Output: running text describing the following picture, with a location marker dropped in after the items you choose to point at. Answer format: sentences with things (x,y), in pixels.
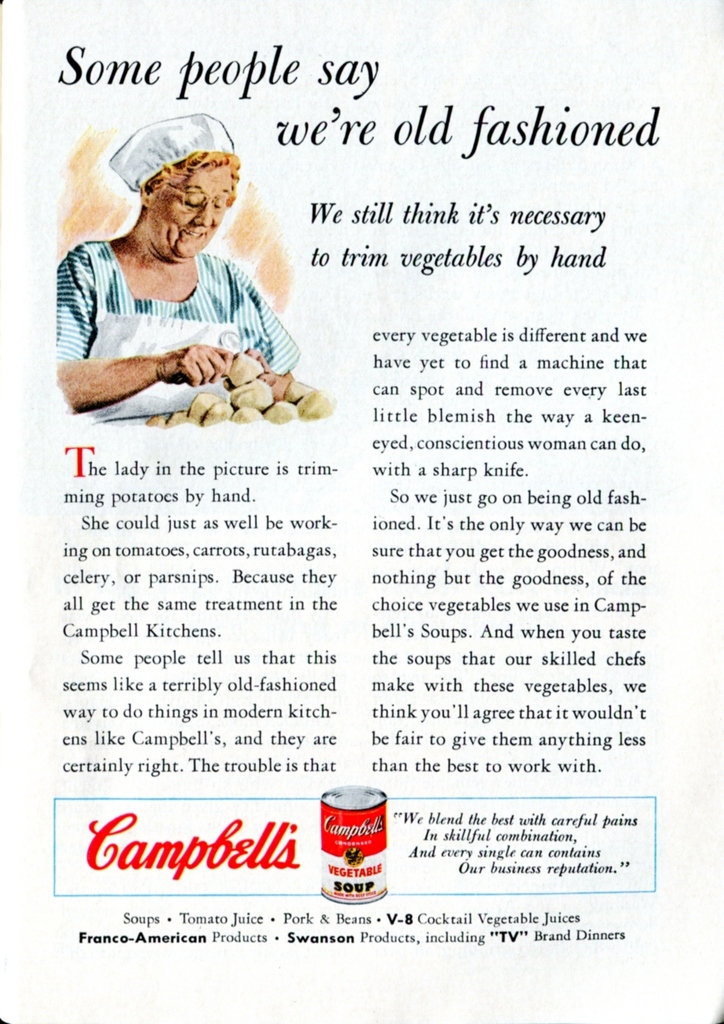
In this image I can see the person (229,339) holding some object (234,385) and the person (241,323) is wearing blue and white color dress (222,317) and I can see something written on the image.
